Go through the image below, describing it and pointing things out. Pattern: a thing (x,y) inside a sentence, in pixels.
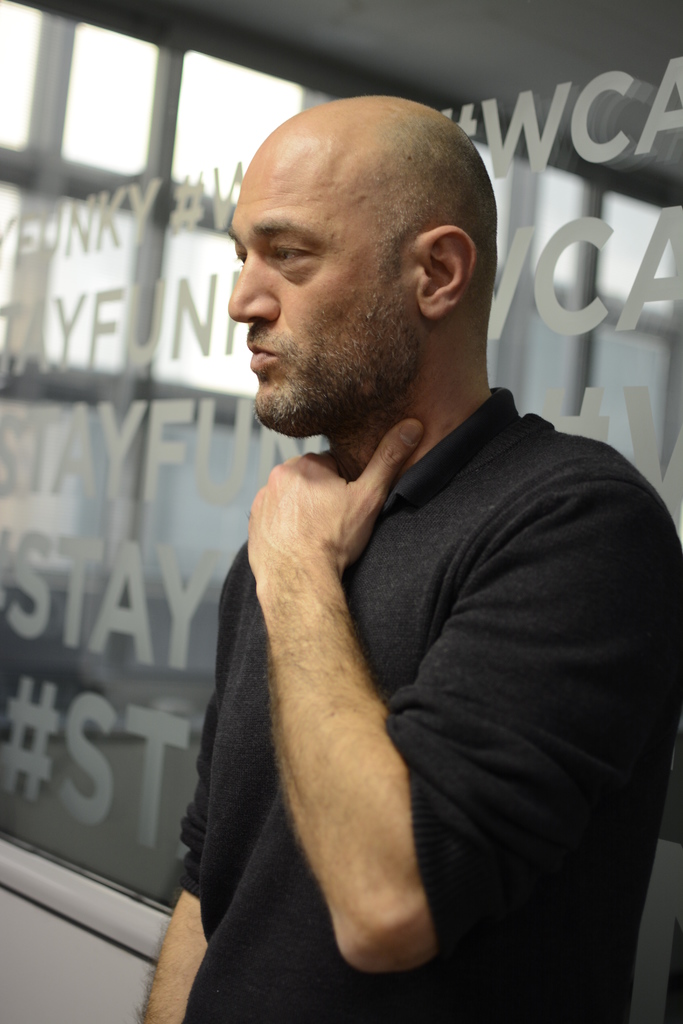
In the center of the image (246,643) we can see one person (397,786) is standing and he is in a black t shirt (563,690). In the background (225,295) there is a wall (5,975), roof (530,31) and glass (524,96). And we can see some text (202,432) on the glass (606,428).
